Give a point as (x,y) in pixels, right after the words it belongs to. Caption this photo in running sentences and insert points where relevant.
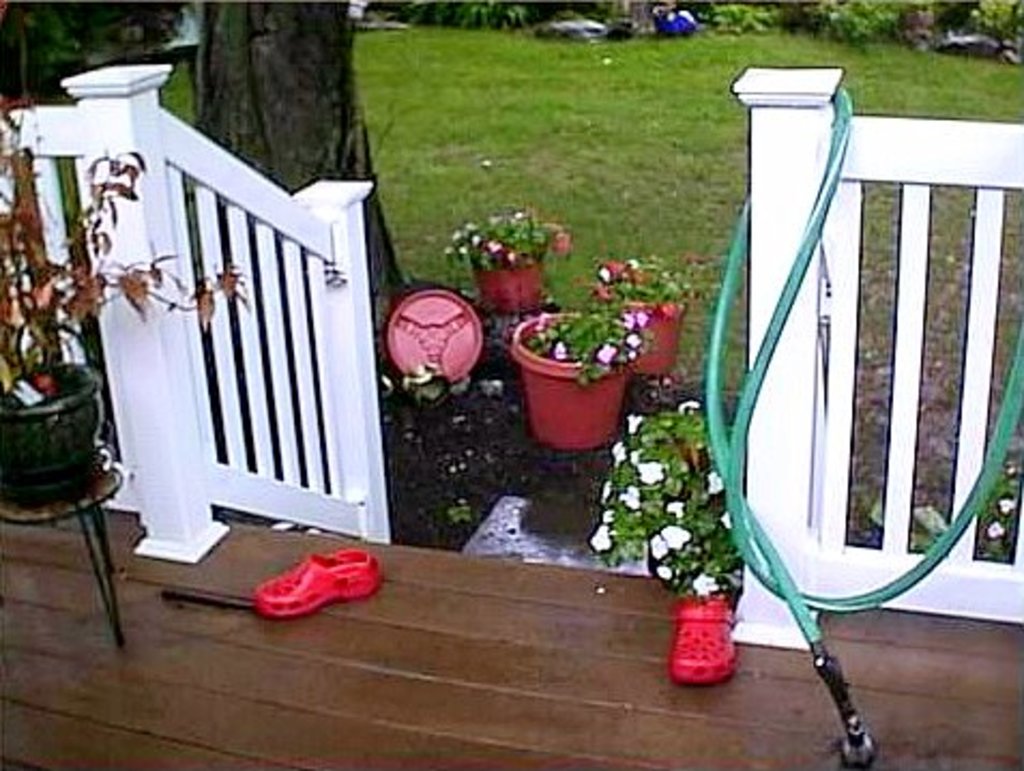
In this picture I can see few plants (624,356) in the pots (571,411) and I can see footwear (322,573) and I can see a tree bark (330,11) and few plants (699,8) and grass (595,126) on the ground (660,87) and I can see a water pipe (890,594).
